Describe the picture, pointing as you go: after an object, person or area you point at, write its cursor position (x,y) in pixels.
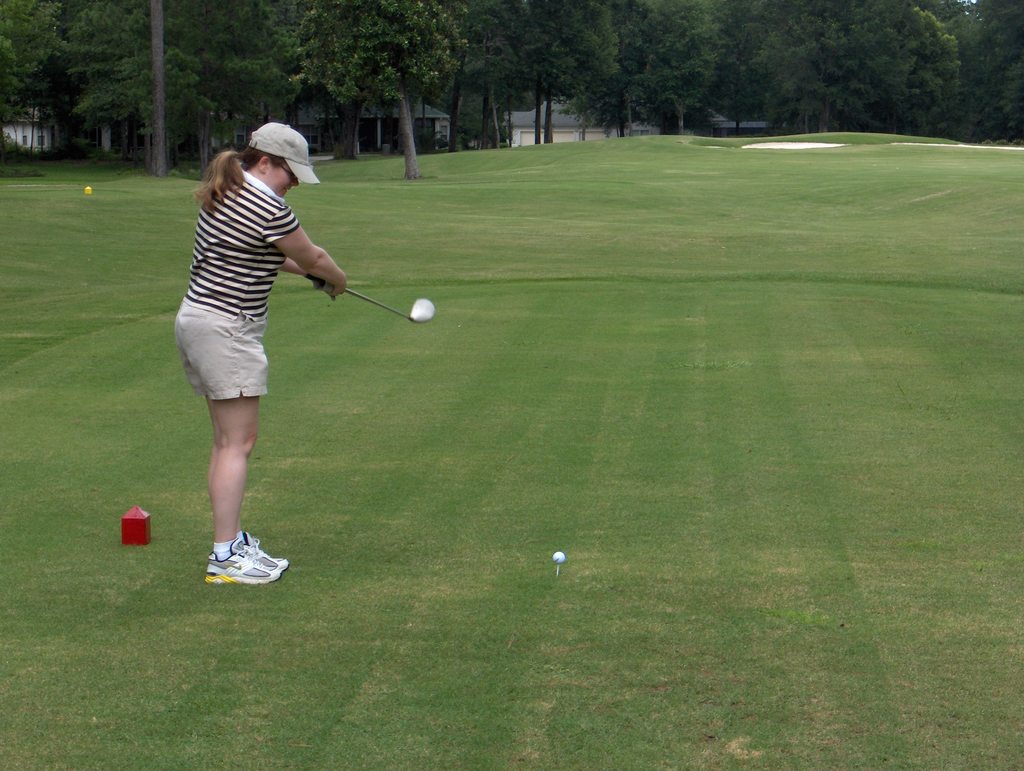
In this picture I can see there is a woman (250,253) standing and holding a golf club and there is a ball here on the grass (583,510) and in the backdrop (840,99) I can see there are trees (675,54).
